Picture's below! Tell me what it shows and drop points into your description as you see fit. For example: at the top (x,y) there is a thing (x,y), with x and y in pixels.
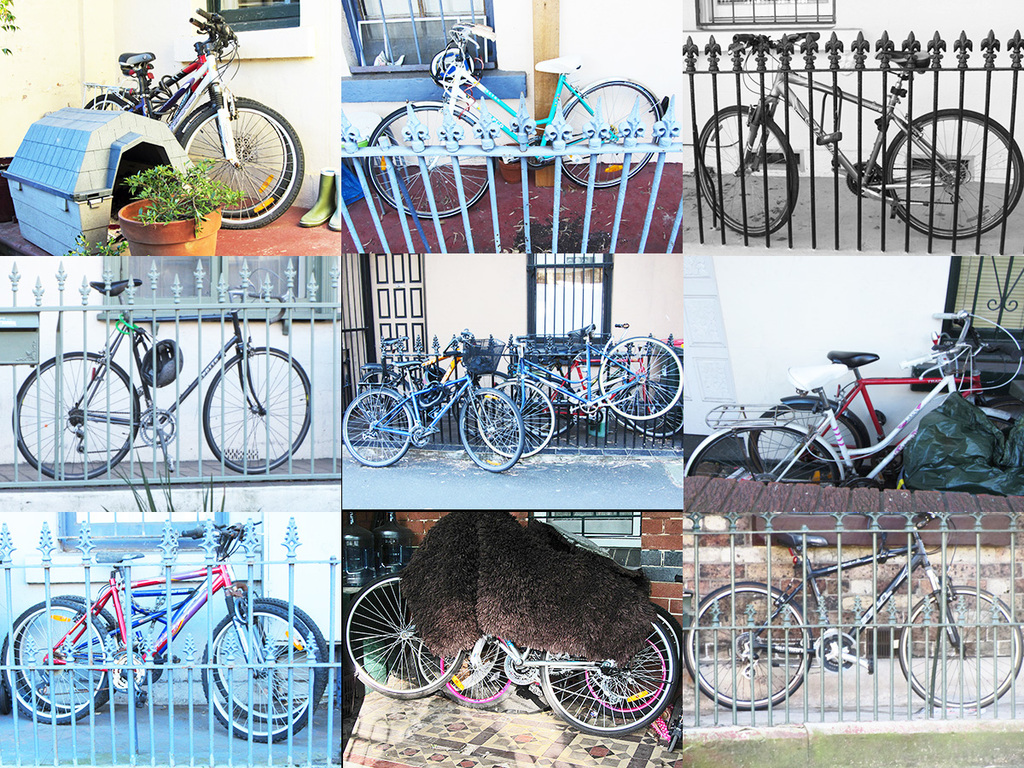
This looks like a collage picture. I can see the bicycles (489,416), which are parked. These are the barricades (547,187) This looks like a carpet (483,580), which is kept on the bicycles (616,660). I can see the windows (436,22). This looks like a kennel (107,168). Here is a flower pot (173,222) with a small plant (169,211). These are the shoes (325,202).
